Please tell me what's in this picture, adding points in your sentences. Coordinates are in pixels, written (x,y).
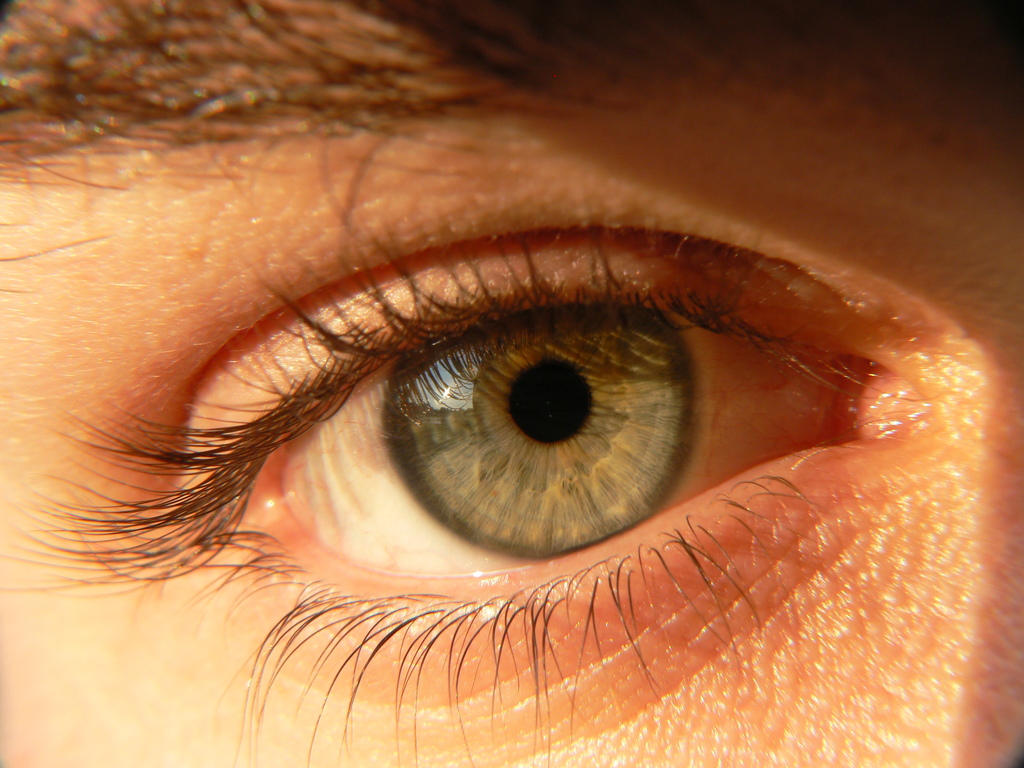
In the foreground of this image (212,520), there is an eye (529,405) of a person (836,692), where we can see pupil (543,406), iris (458,489) and sclera (398,535). We can also see, eyelids (442,336) and the eyebrow (231,93).
